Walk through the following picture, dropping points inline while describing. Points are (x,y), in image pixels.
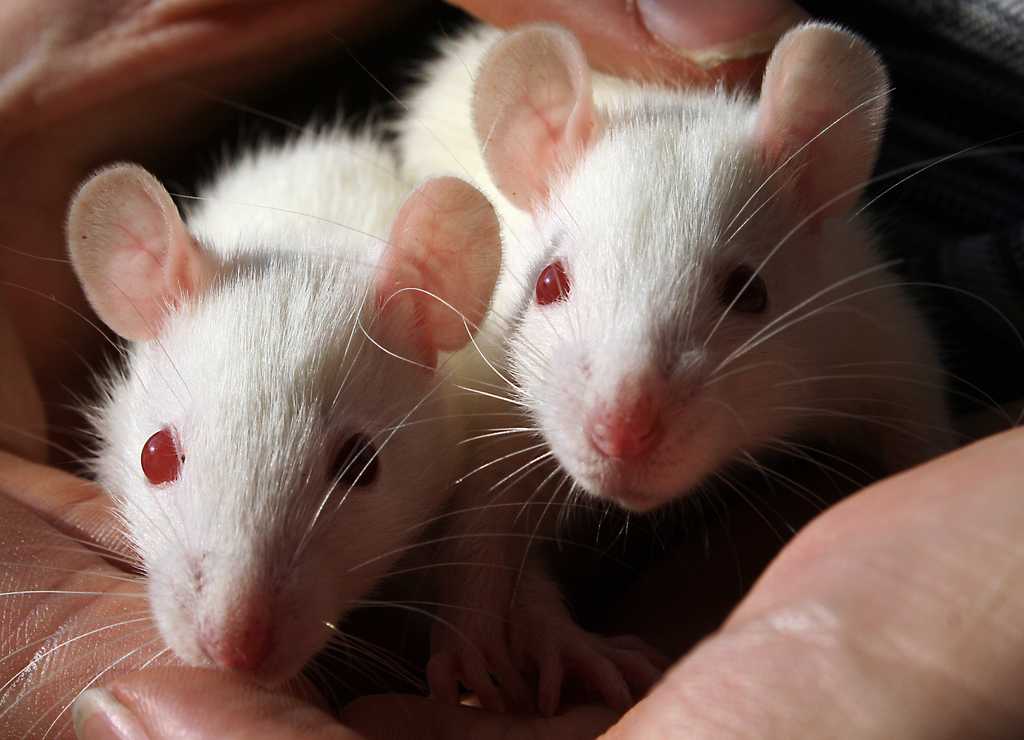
In the middle of this image (568,273), there are two white color mouses (443,269) in the hands (15,460) of a person (50,40).
